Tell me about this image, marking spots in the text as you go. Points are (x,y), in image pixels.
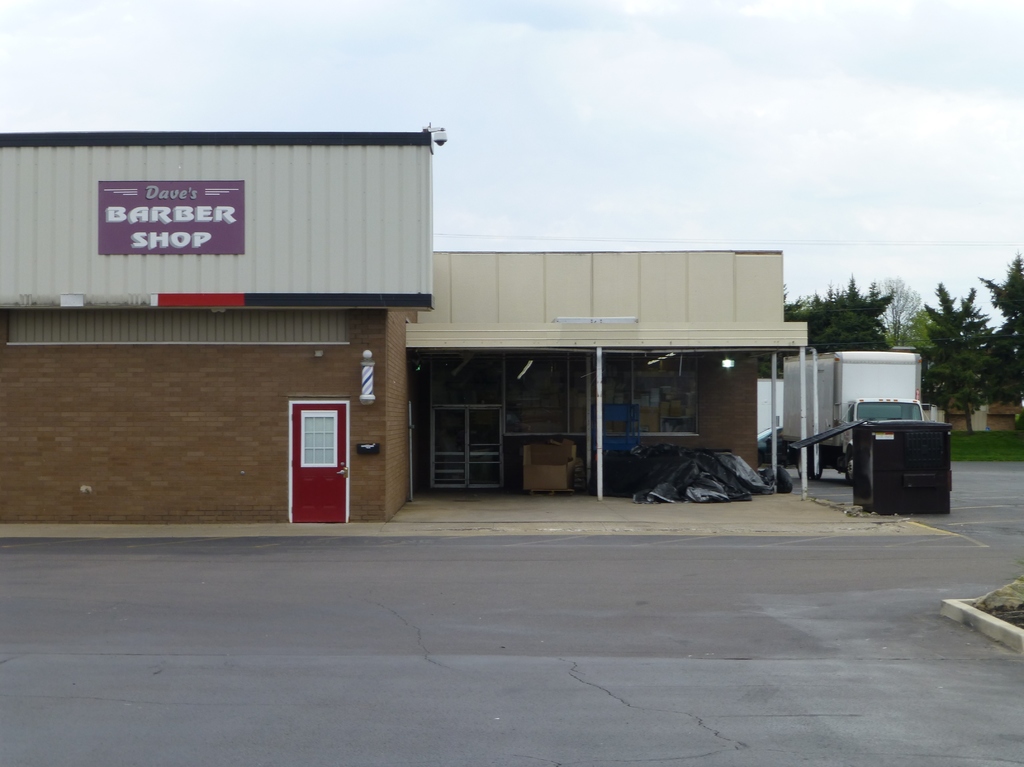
In this image we can see a building (584,452) with doors (501,429), poles (600,358), CCTV camera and a sign board (233,219) with some text (192,219). In the center of the image (542,469) we can see a cardboard (534,464) and a cover sheet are placed on the ground (663,552). On the right side of the image (896,448) we can see a trash bin (908,459) and a vehicle (904,385) parked on the ground (680,560), we can also see some trees (964,328) and grass (1021,445). At the top of the image (512,52) we can see the sky (308,68).
